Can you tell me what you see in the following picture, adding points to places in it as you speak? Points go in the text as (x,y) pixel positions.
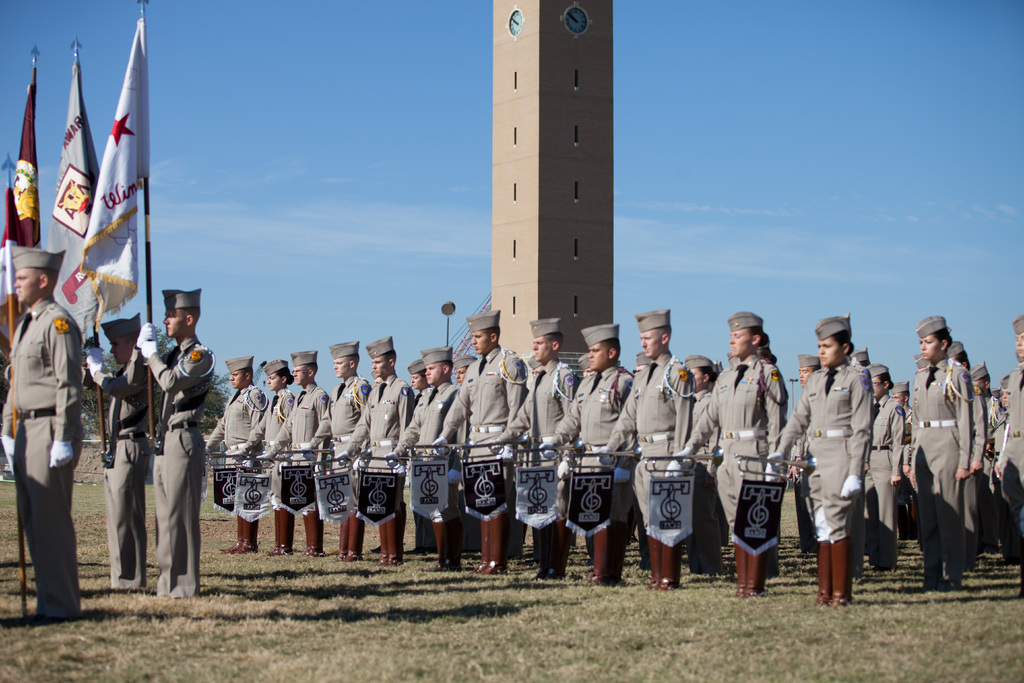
In this image we can see some persons (552,413) standing on the ground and some of them are holding flags (116,303) and some are holding musical instruments (469,477) in their hands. In the background (553,105) we can see a clock tower (538,149), pole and sky (436,110) with clouds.
